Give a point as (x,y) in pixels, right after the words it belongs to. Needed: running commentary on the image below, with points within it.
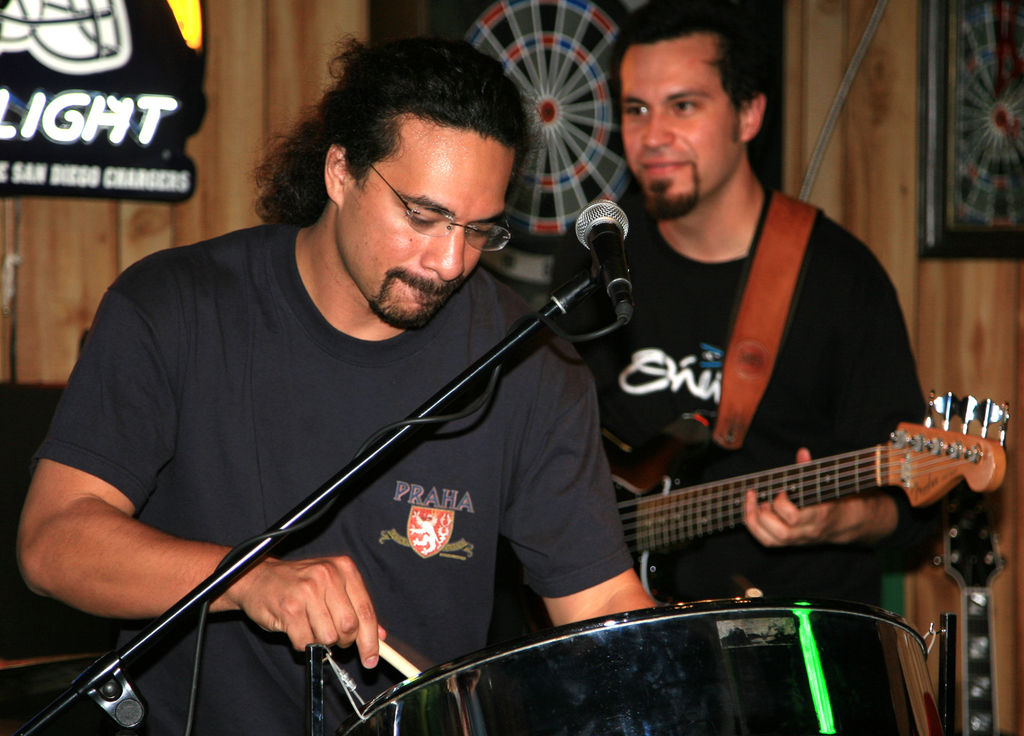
In this image there are two persons (381,421). One person (257,480) is playing drums (720,650) and the person (662,103) at the back (641,202) is playing guitar (710,498). At the back (41,31) there are photo frames (976,67), at the front (593,224) there is a microphone (602,282).
